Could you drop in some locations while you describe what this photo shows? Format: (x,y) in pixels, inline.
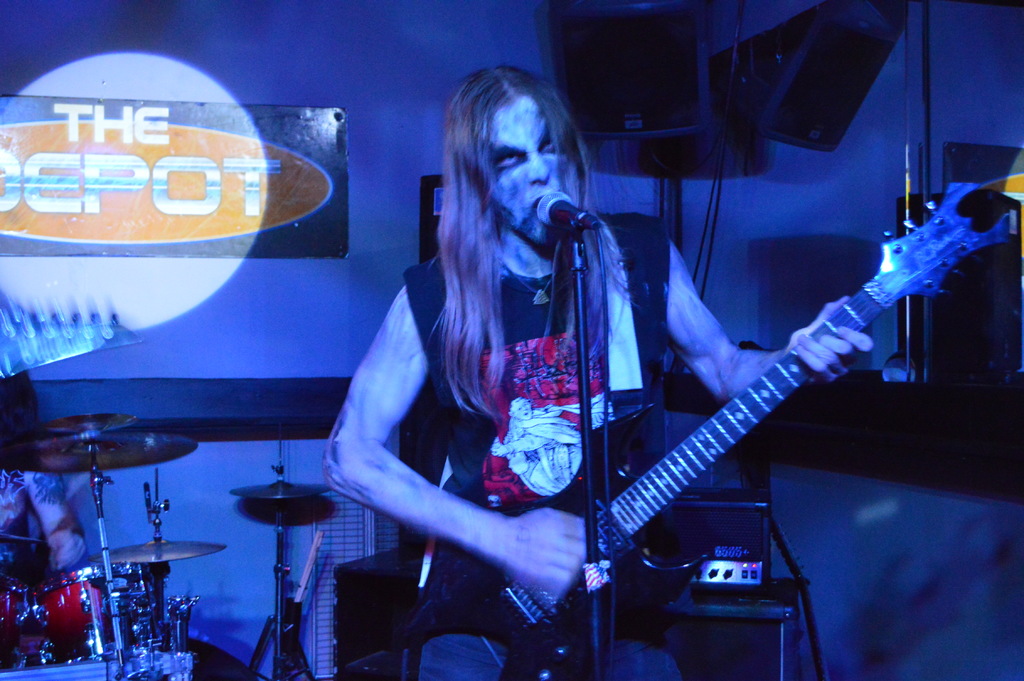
As we can see in the image there is a man (536,283) singing a song and holding guitar (688,456) in his hand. On the left side (156,444) there are musical drums (150,463).
